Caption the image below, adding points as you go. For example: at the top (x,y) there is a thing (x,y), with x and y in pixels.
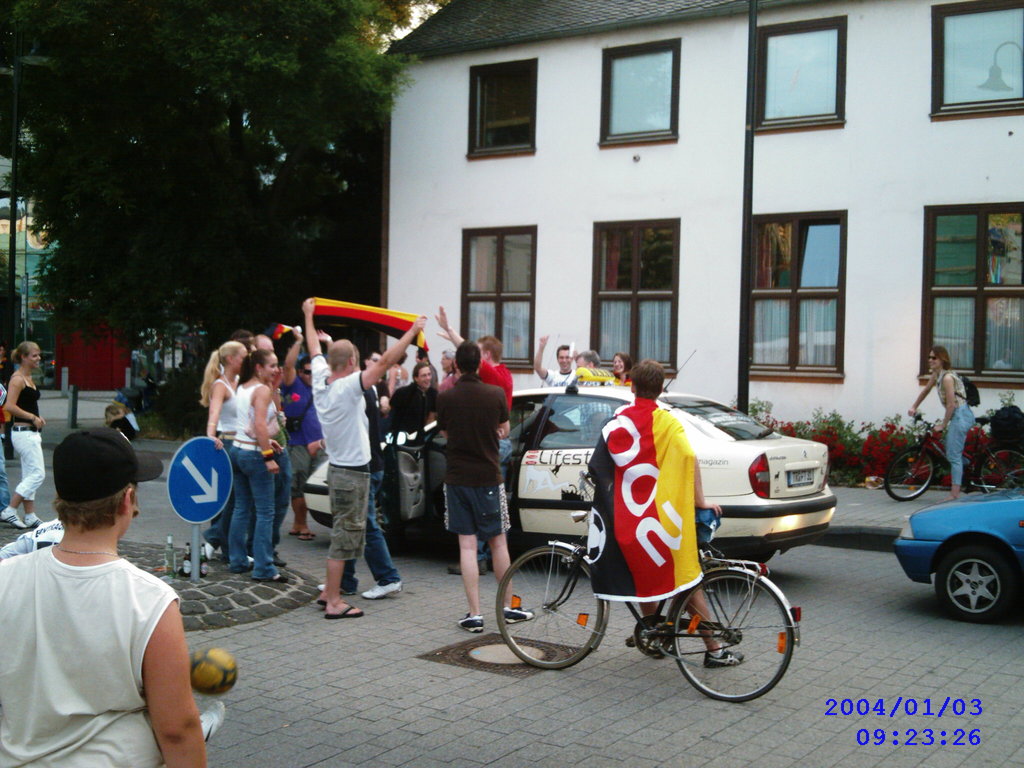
This is the picture of inside of the city (753,335). There are group of people (375,395) standing at the white car (687,420) and there are two persons (703,504) holding the bicycle (506,575). At the back (573,285) there is a building (521,313) and the left there is a tree (266,192) and in the middle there is a sign board (196,462).
